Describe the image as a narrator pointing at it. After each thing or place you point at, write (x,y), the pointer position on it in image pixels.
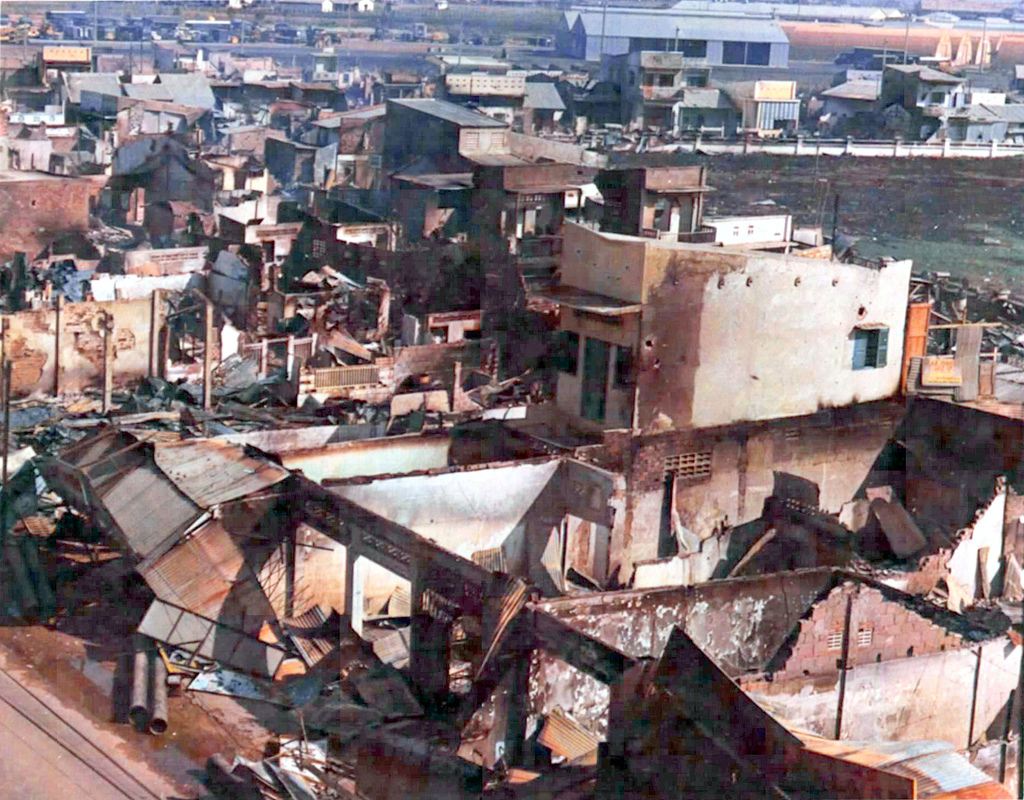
This picture shows few buildings (456,133) and we see few collapsed buildings (458,493).
